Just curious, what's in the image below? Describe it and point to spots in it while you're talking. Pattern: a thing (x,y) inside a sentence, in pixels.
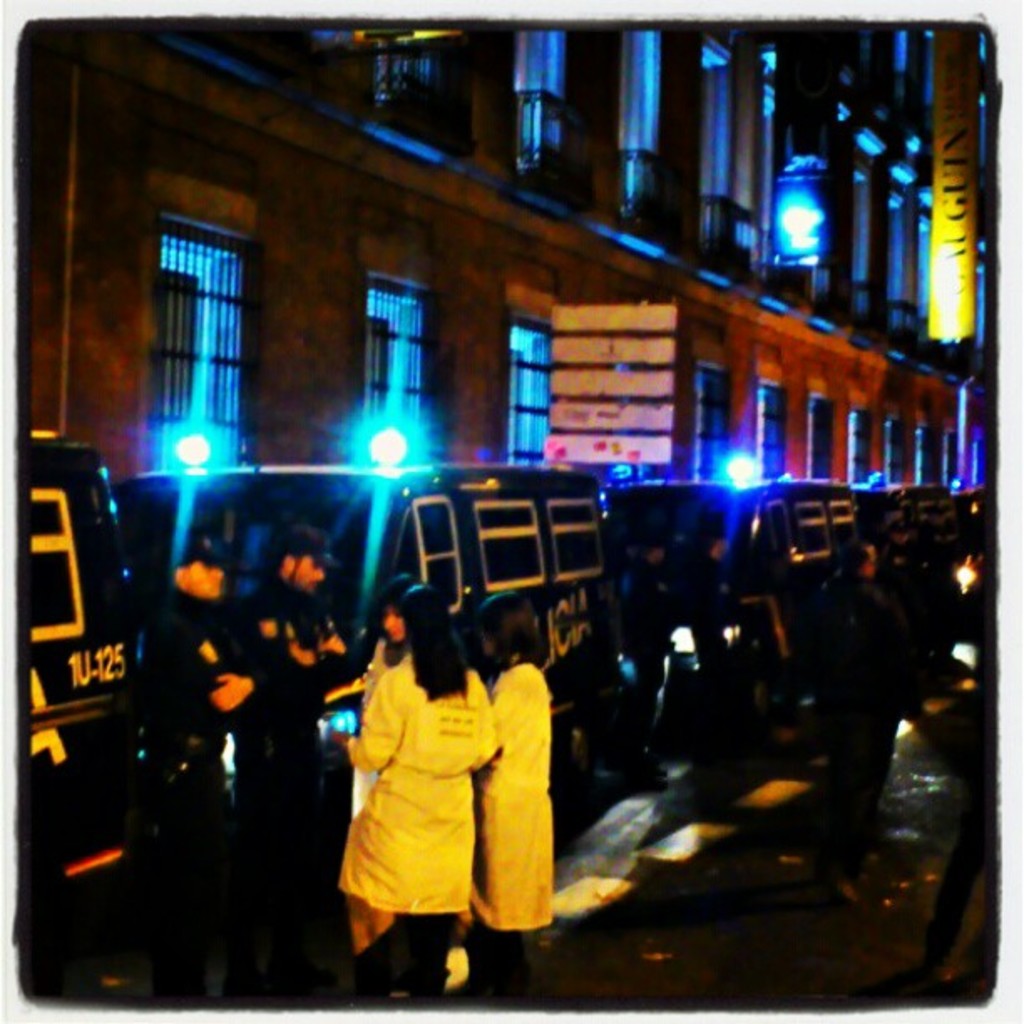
This picture is clicked outside and seems to be an edited image with the borders (22,63) and we can see the group of people (464,687) standing on the ground (612,787). On the left (79,517) there are many number of vehicles (557,514) parked on the ground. In the background (613,308) we can see the boards (615,393), lights (723,469) and a building (196,191) and we can see the windows (377,312) of the building (610,125).
